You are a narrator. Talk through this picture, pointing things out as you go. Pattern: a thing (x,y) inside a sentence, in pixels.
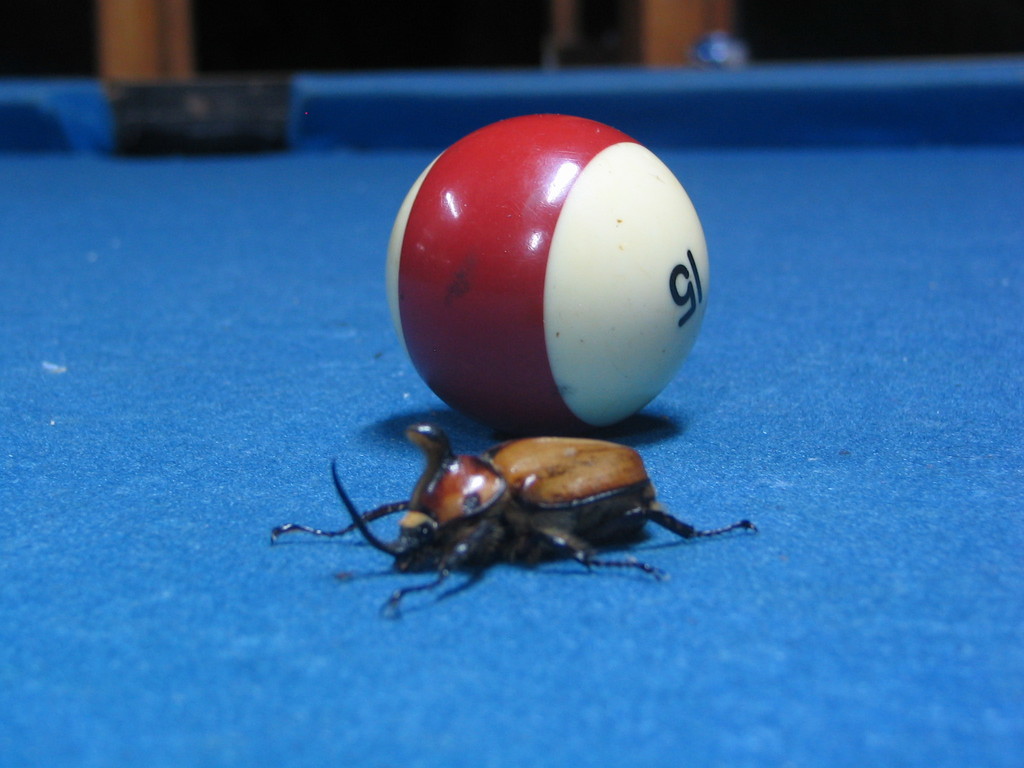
In the image there is a blue surface (390,316) with ball (481,379) and a bug (443,568).
